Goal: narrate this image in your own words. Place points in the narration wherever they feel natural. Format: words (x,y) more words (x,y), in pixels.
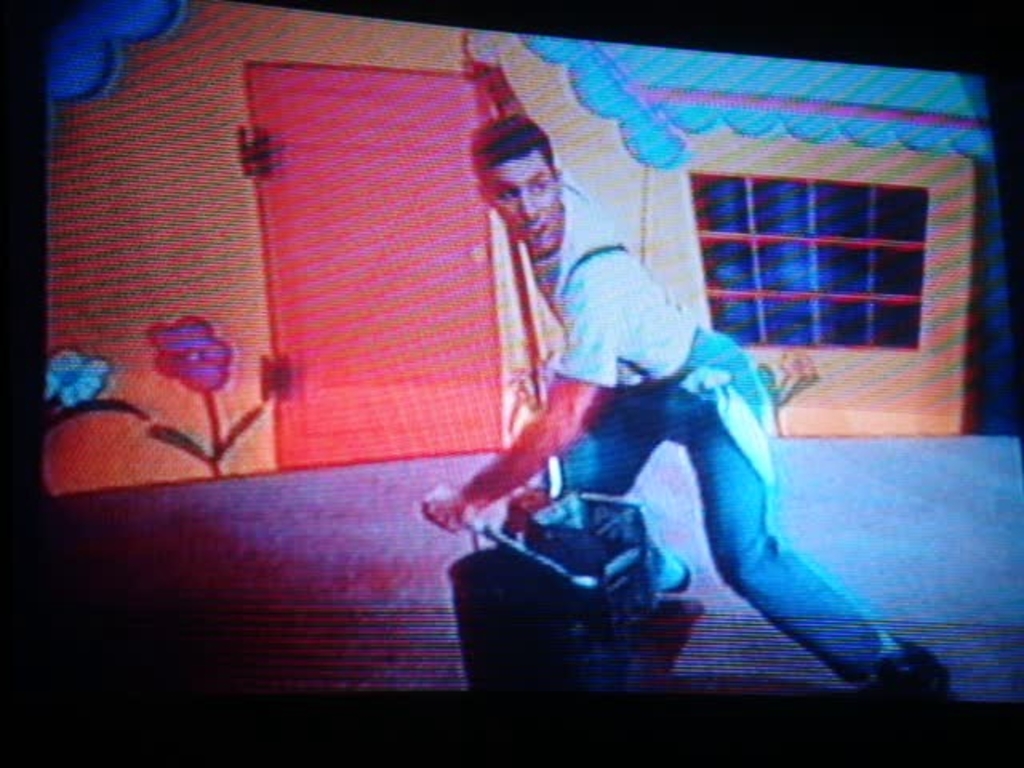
In this picture we can see a screen (435,306), in the screen (640,344) we can find a man (620,401).
